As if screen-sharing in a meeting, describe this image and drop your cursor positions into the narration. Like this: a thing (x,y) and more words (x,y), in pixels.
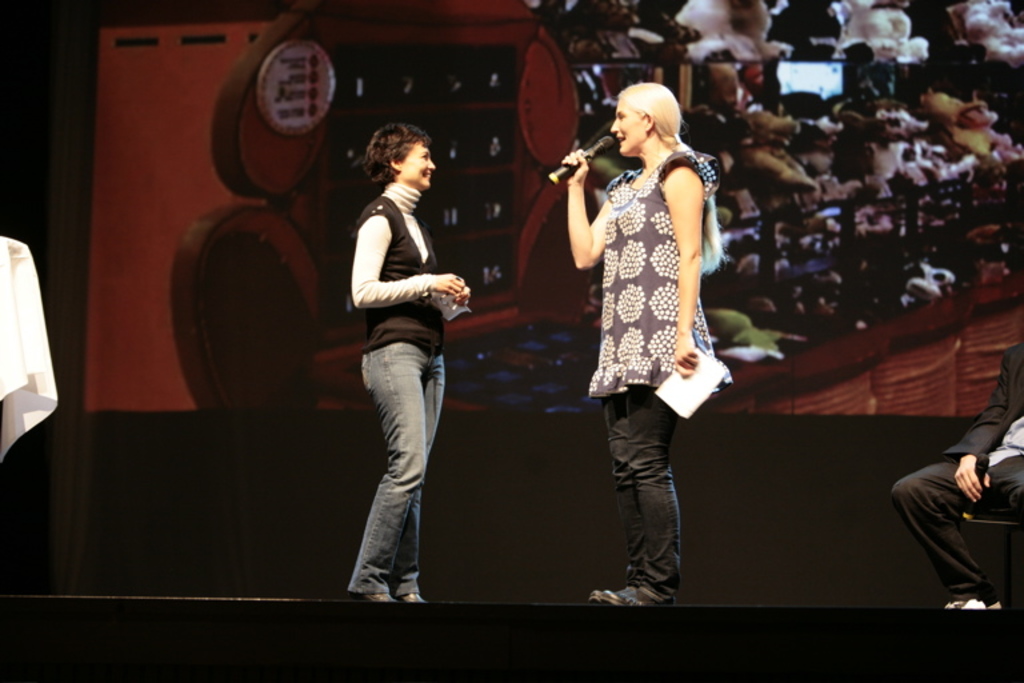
There are two women (400,363) standing. This woman (610,303) is holding a mike (590,160) and a paper (686,383) in her hands (684,376). I can see a person (972,489) holding a mike (984,478) and sitting on the chair (1004,516). This looks like a banner (822,123).
